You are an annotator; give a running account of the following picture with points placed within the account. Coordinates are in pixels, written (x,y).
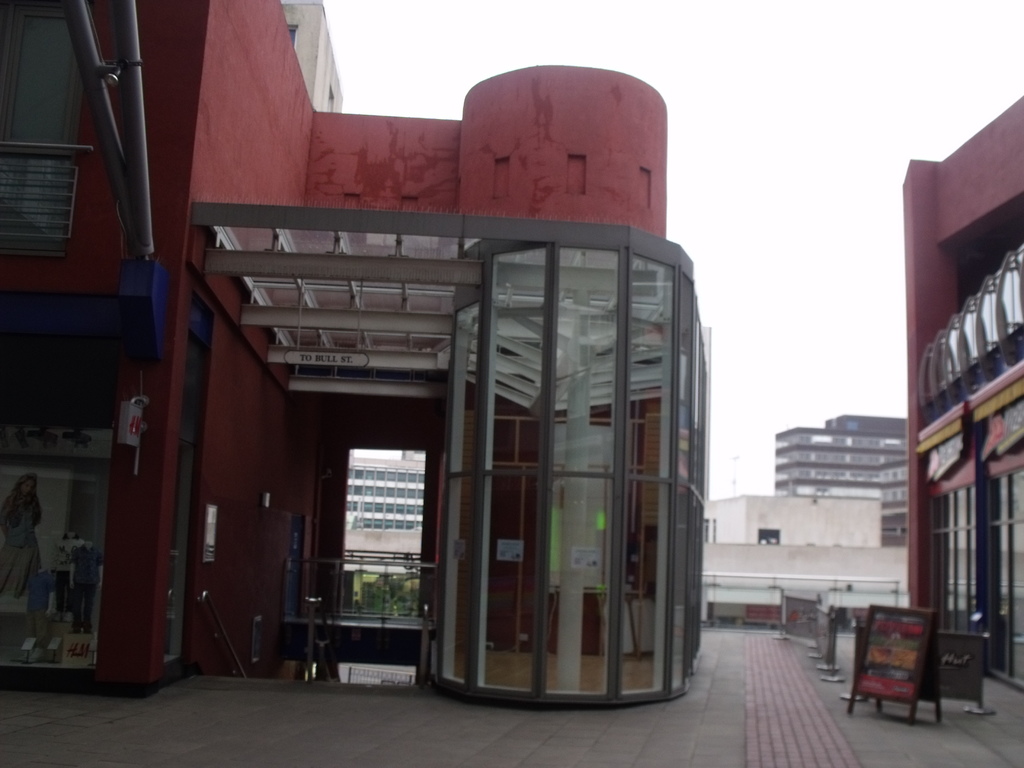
In this image we can see buildings (635,590), boards (875,618), fencing (835,666), trees (386,586), advertisement (34,529), pipes (136,114) and sky (456,63).
